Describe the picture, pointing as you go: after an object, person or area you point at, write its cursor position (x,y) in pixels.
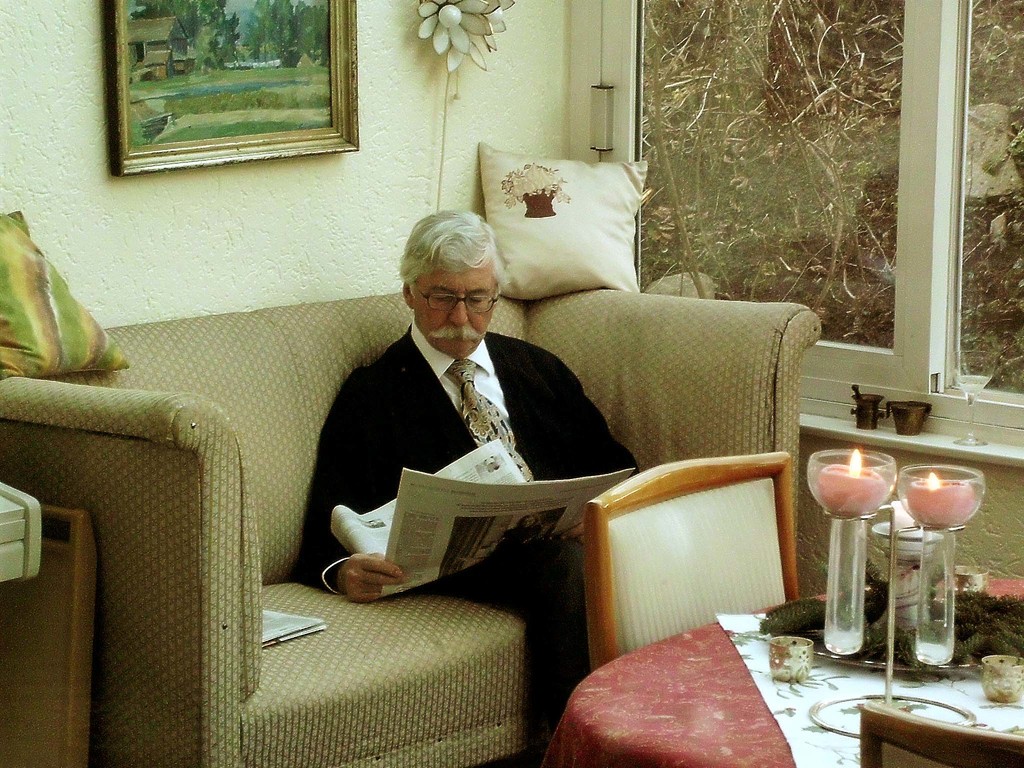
The man (424,418) is sitting on the couch (418,660) and reading a newspaper (417,540). There are pillows (36,340), table (727,702) and chair (661,637). On the table (783,609) there is a candle (849,609) and a cup (776,679). There is a window (775,152). The frame (333,149) is attached to the wall (310,210).
